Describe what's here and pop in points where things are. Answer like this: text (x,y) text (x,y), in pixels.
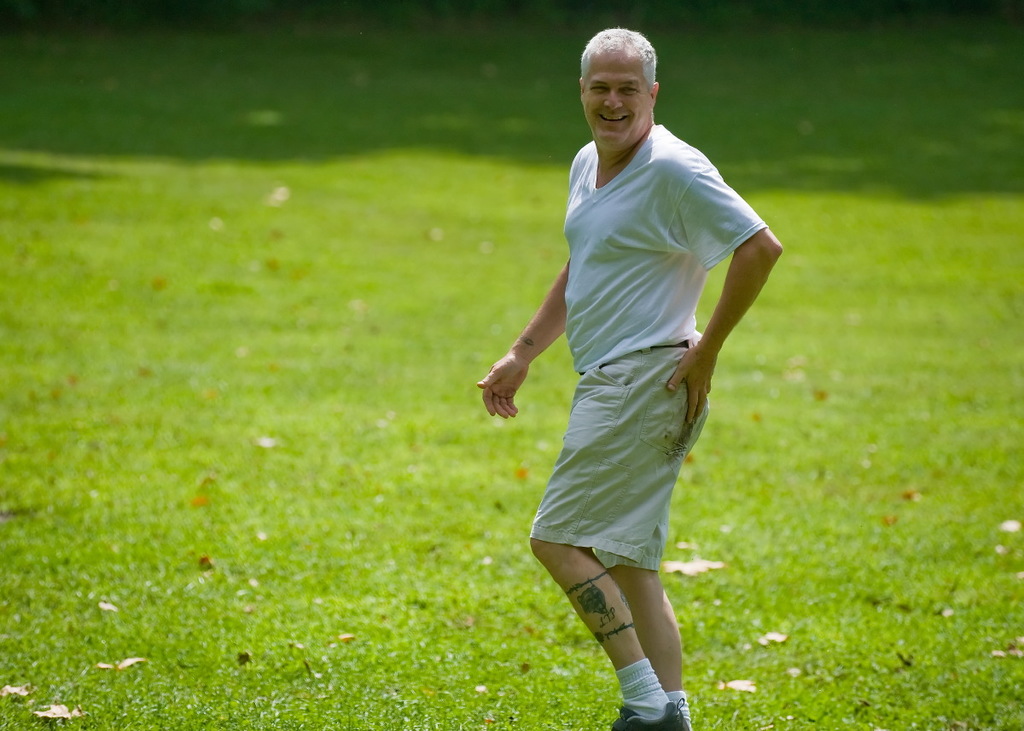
In this image we can see a man (626,437) standing and smiling. In the background (147,593) we can see the grass (674,113) and also the dried leaves (63,717).
